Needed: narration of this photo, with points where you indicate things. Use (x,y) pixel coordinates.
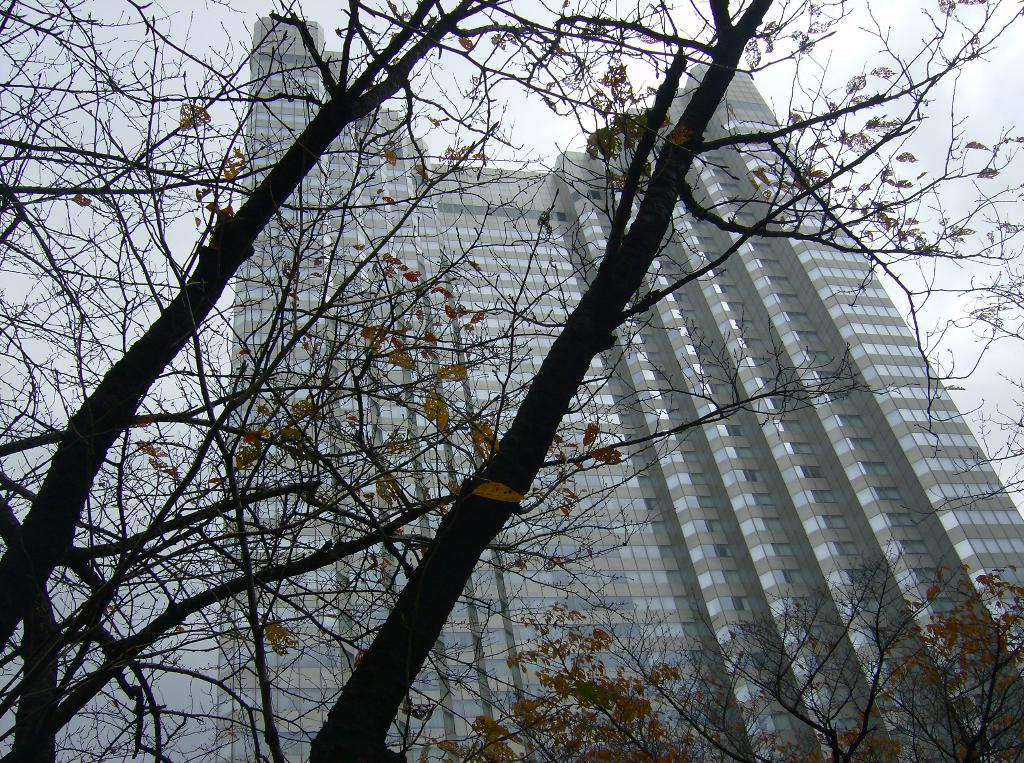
In this image we can see a building (722,543). There are many trees (764,686) in the image. We can see the sky (1005,95) in the image.
